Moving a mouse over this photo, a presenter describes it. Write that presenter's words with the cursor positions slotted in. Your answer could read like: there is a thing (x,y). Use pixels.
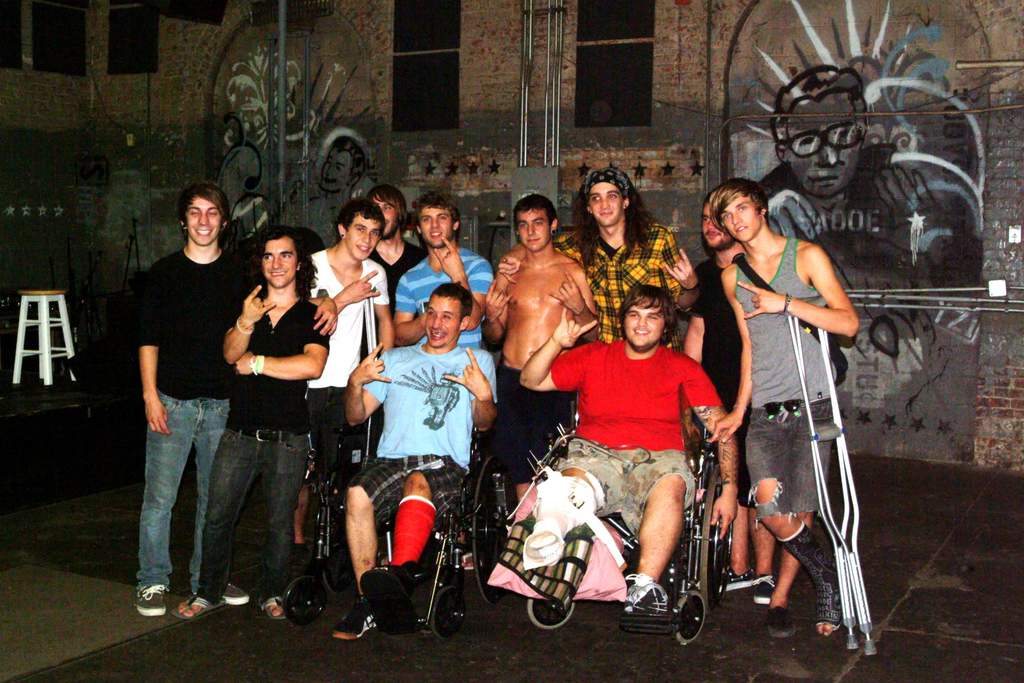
In this picture I can see 2 men (533,370) in front (450,429) who are sitting on wheel chairs (480,473) and beside to them I can see a man (799,392) who is holding walking sticks (845,610) and I see rest of them men (682,288) are standing behind them and I see that all of them are smiling. In the background (509,182) I can see the wall (760,88) and I see an art (332,155) on it and on the left side of this picture (25,338) I can see a stool (41,333).
